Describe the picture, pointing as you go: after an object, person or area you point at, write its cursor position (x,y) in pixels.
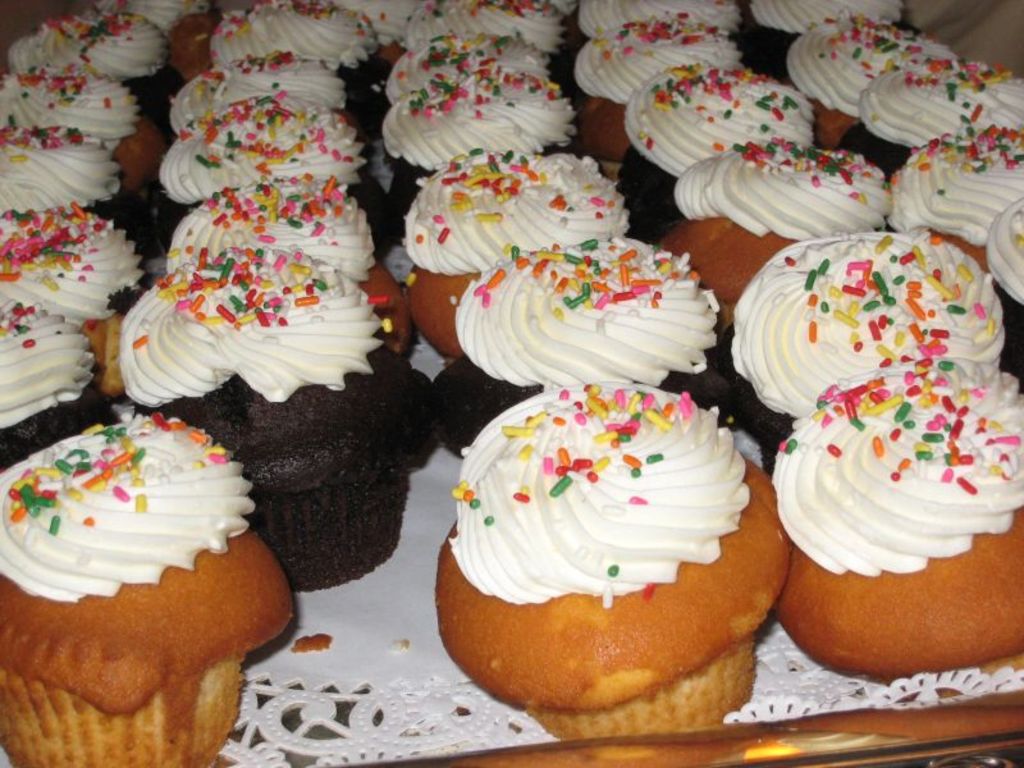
In this picture we can see the cupcakes (564,554) are present on a tray (349,712).
